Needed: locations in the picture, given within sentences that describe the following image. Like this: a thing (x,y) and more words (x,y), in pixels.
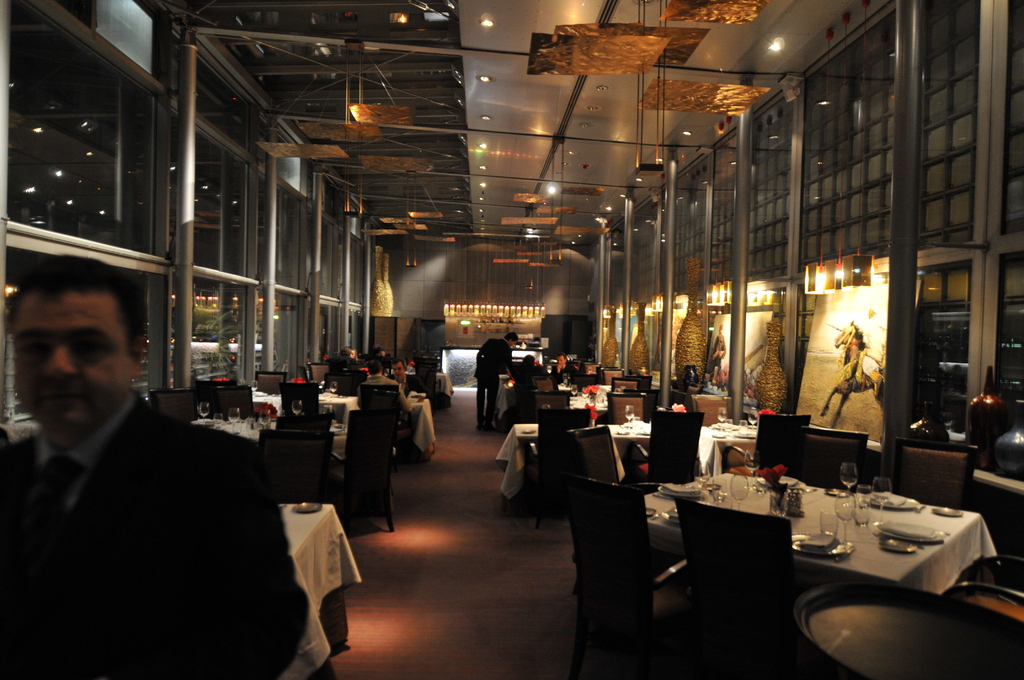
In a restaurant (774,514) there are many tables (755,492) and chairs (392,426). To the left bottom (139,499) there is a man (127,550) with black jacket (118,535) is standing. And in the middle (492,390) there is a man (498,374) with black jacket (490,376) is standing. On the table (917,564) there are glasses (860,516), tissues (829,539), flowers (771,480). Into the right side (853,356) there are frames (837,350). On the top (385,122) there are lights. To the left side (115,202) we can see glasses (199,238) and poles (189,228).
